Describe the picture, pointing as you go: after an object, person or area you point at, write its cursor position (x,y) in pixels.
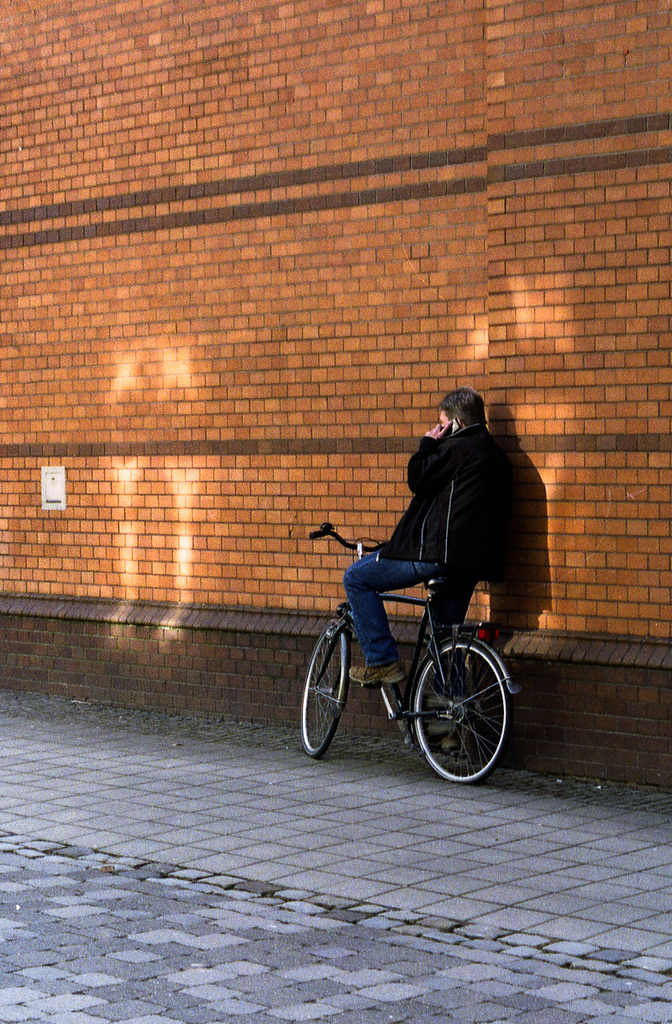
Here is a person (437,573) who is sitting on a bicycle (452,650), he is wearing black color jacket (434,465), holding mobile (454,421) in his left hand (430,428). He is taking support of a wall (551,251) which is made up of red color bricks (302,345) and there is a cement color floor (288,872).
